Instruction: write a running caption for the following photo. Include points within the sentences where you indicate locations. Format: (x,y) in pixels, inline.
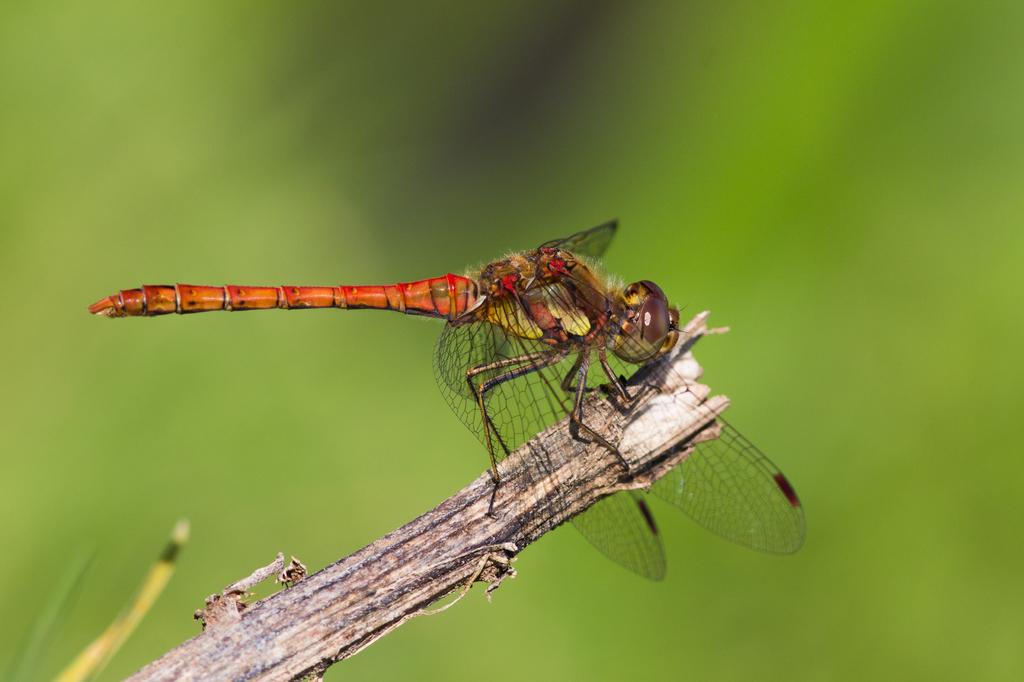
In this image I can see a stick (363,580) in the front (613,464) and on it I can see a dragonfly (668,312). I can also see green color in the background (195,507).
